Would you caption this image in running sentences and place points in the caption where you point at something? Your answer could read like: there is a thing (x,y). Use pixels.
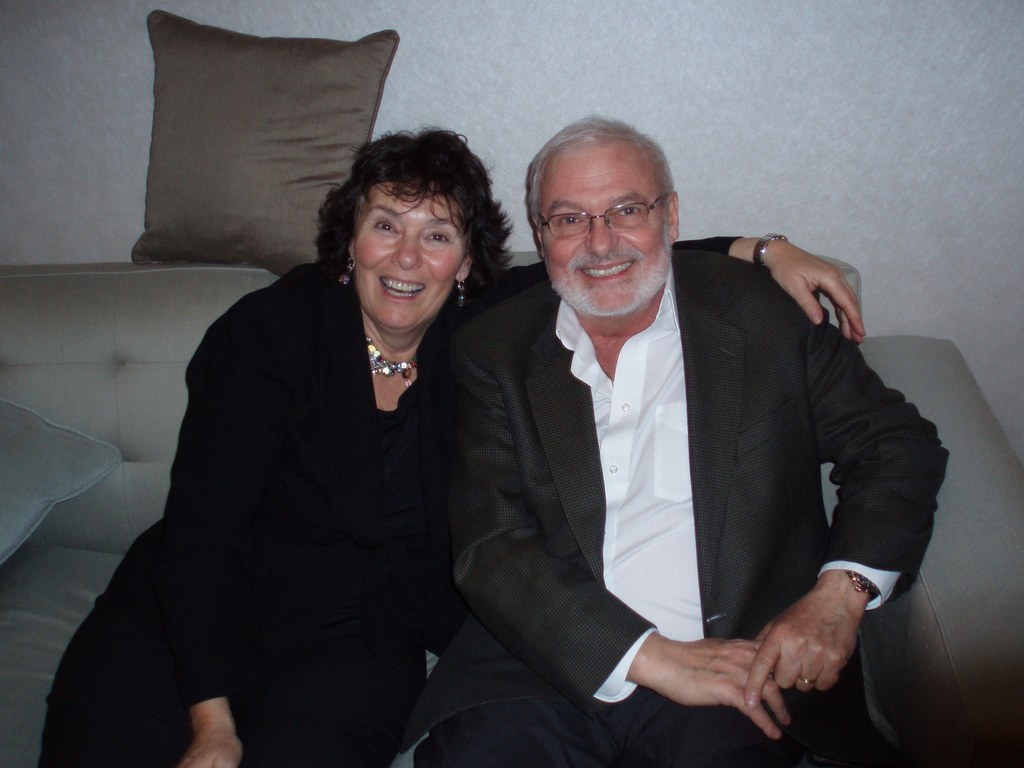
In the picture two people (496,482) were sitting on the sofa (930,553), they are smiling and posing for the photo. Behind the people (596,574) there is a pillow (249,118) and it is above the sofa (49,359).
